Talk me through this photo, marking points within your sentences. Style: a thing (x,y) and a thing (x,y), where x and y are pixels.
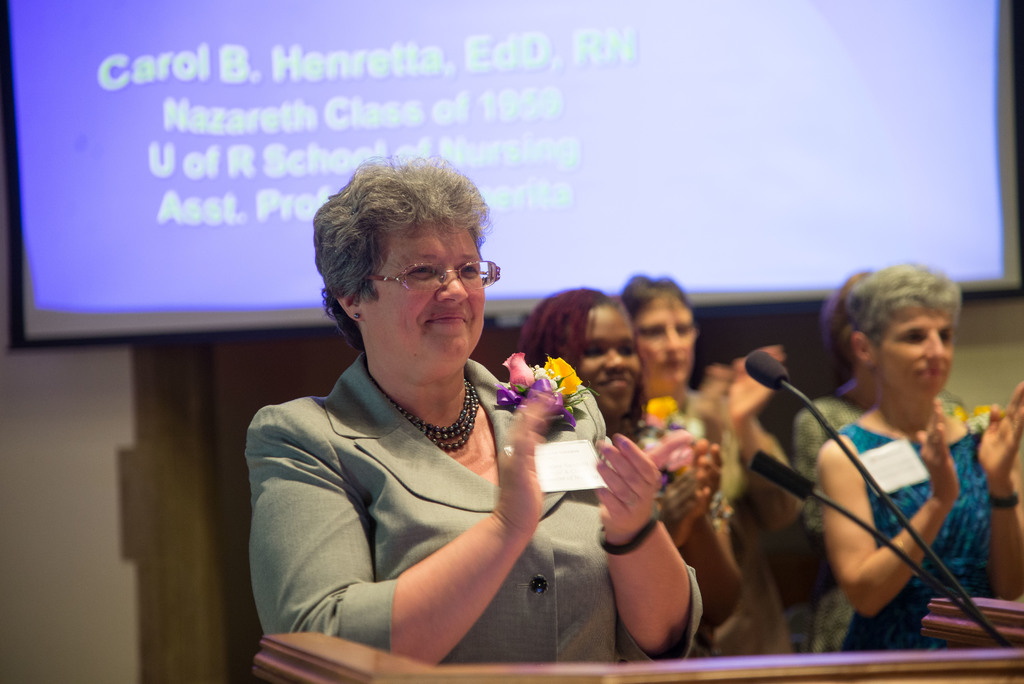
In this image we can see women (325,485) standing and clapping their hands (690,495). In the background (157,165) we can see podiums (989,602), mics (947,580) and a display (343,48).
